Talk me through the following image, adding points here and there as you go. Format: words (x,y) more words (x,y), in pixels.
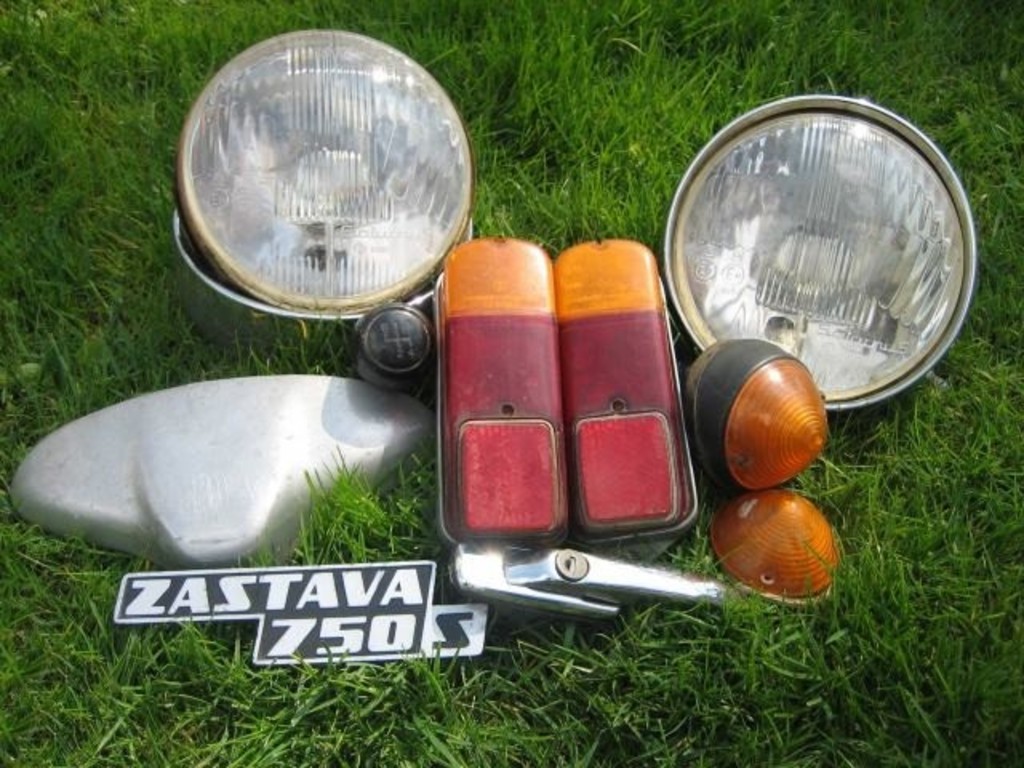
In this image I can see few lights (819,288), silver color objects (268,510) and the board (311,616) on the green color grass (647,218).
